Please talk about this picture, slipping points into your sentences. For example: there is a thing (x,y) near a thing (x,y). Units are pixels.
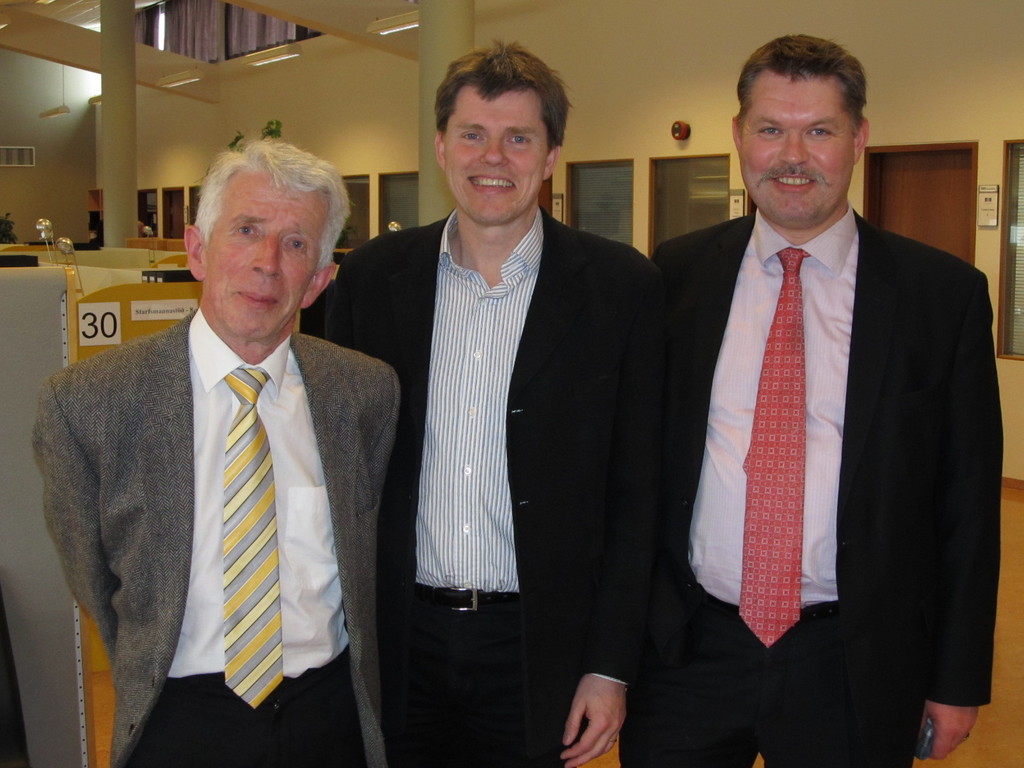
In the center of the image (403,438) we can see three people (457,400) standing and smiling. In the background (581,60) there is a wall (562,63) and we can see doors (918,194). On the left (124,314) there is a board (136,327) and we can see a curtain (237,52).
